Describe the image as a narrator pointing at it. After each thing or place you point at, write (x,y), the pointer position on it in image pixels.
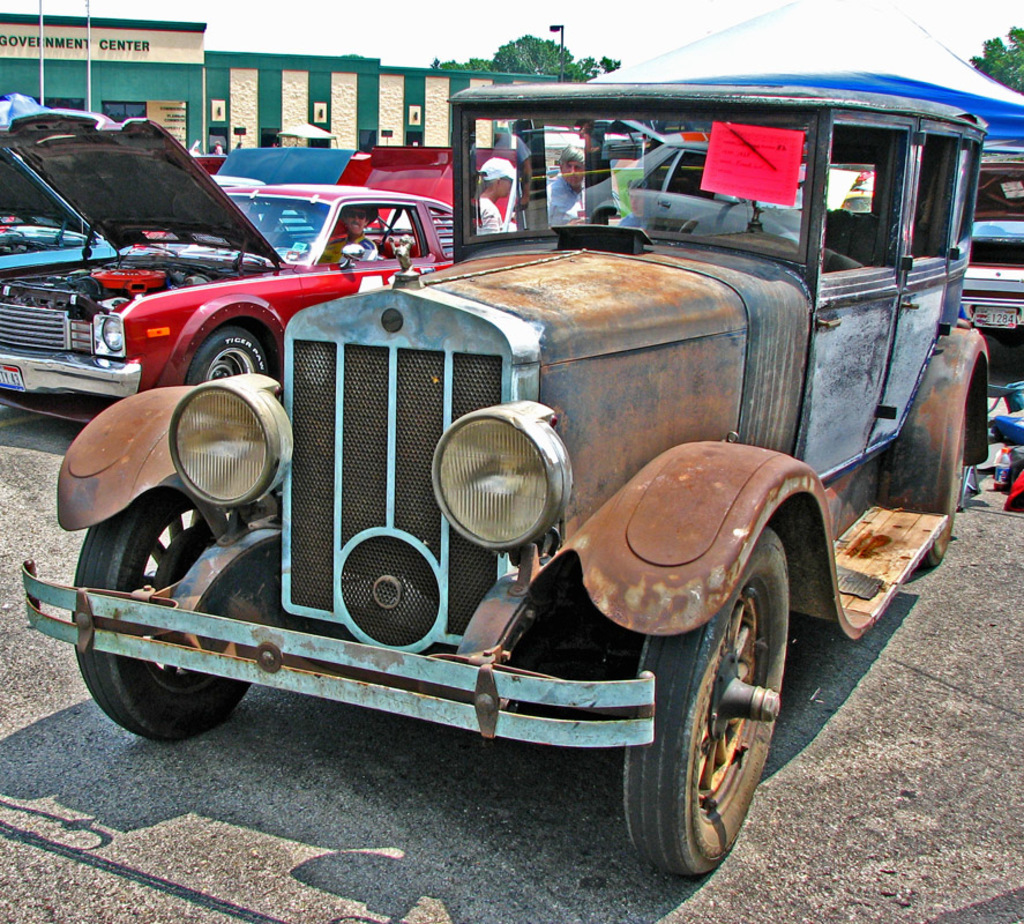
In this image I can see number of vehicles (587,344) and few people (568,161) in the front (533,182). In the background (386,97) I can see a building (429,104), few trees (1002,53), a blue colour tent house (963,88), few poles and on the left side (69,41) I can see something is written on the building (159,98).
